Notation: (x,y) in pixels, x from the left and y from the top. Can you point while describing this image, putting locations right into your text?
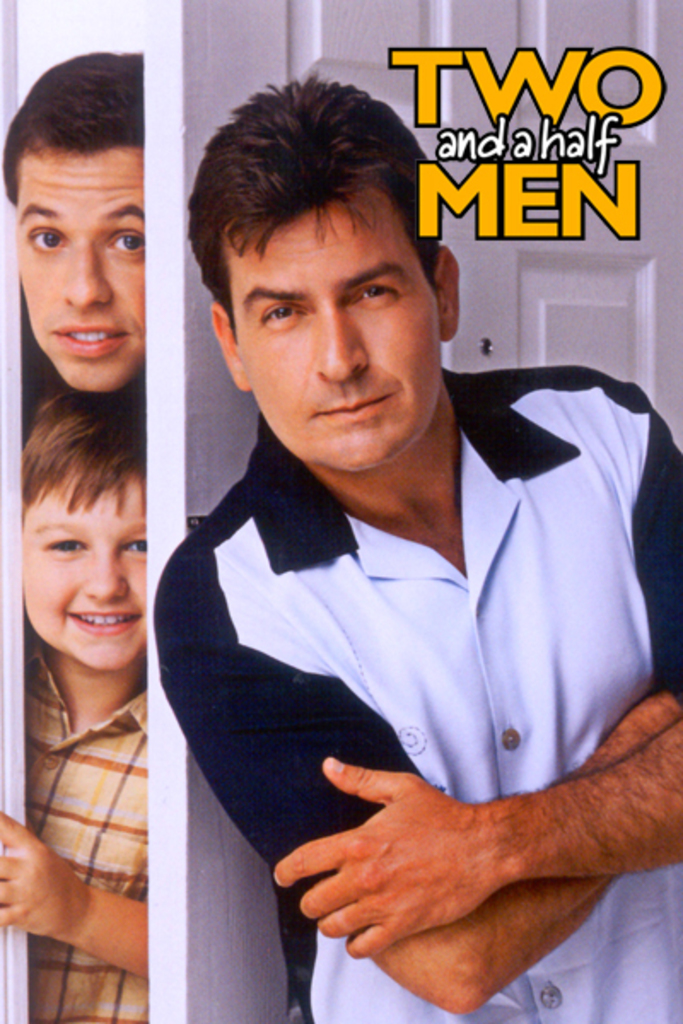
This is a poster. In this image there is a man (450,672) standing. On the left side of the image (83,838) there are two people (103,572) behind the door (185,1006). At the top (485,203) there is text (485,203).
